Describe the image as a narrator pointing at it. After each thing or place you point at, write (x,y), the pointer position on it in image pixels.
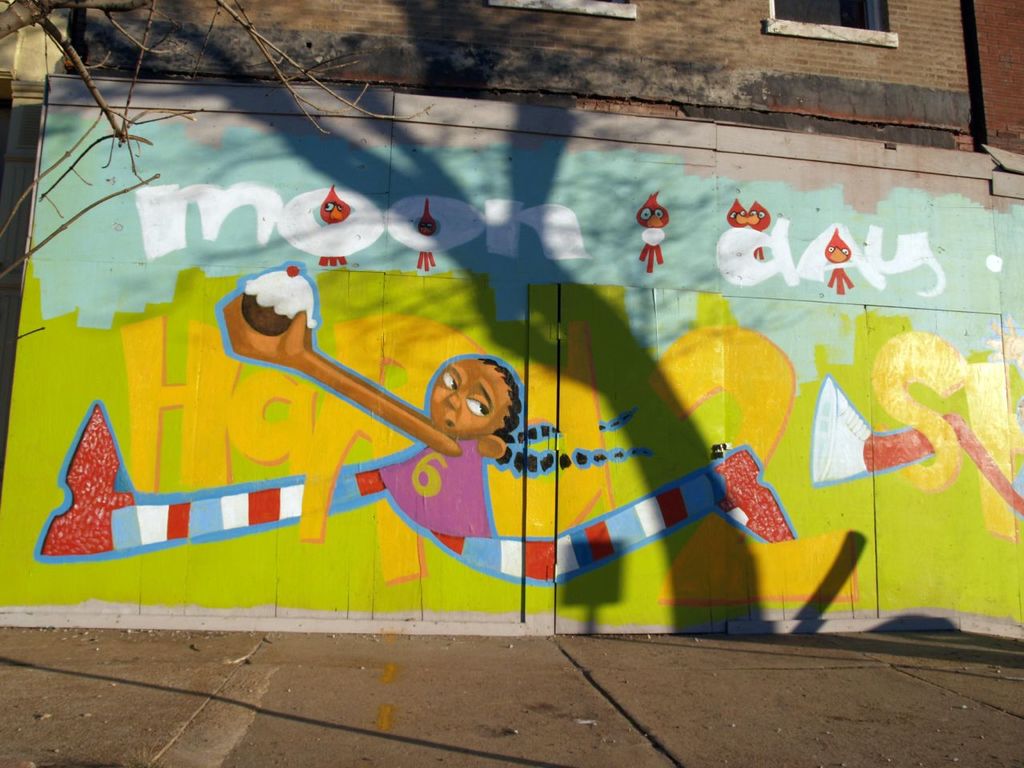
This looks like a building (793,143). I can see the wall painting (409,294) on the building wall (725,283). At the top left side of the image (39,9), I can see the branches (65,41). I can see the shadow (758,636) of a tree trunk (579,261) on the wall (579,239).
